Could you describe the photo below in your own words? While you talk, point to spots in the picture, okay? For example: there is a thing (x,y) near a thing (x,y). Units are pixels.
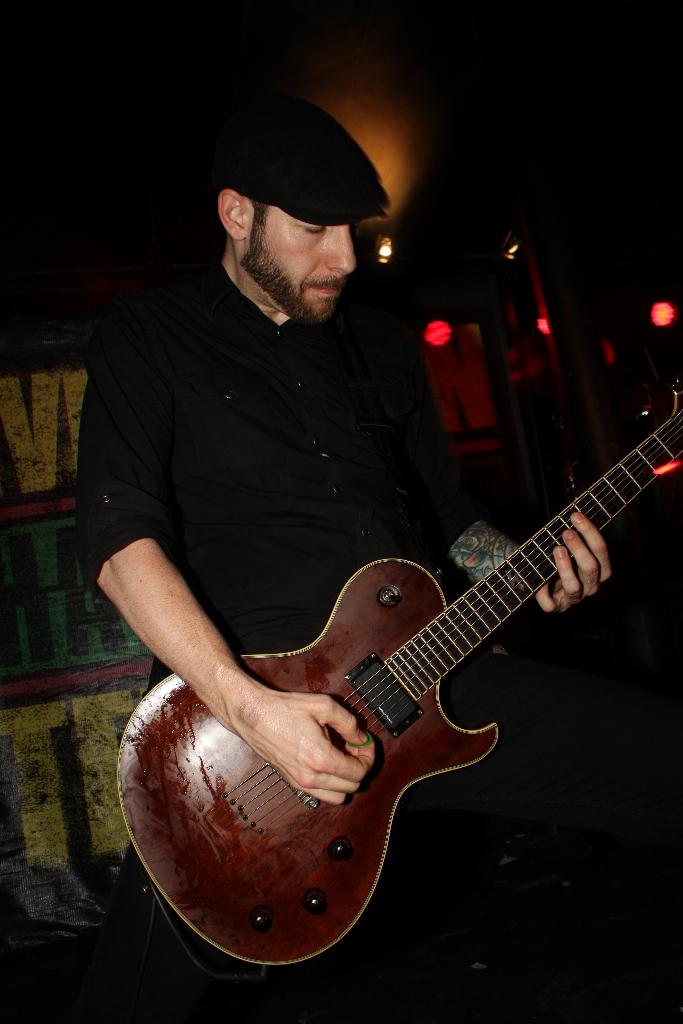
There is a man (256,390) standing with a guitar (419,652) in his hand (275,714) and a cap (237,163) on his head (343,146) and the man (298,746) is playing the guitar (476,636), in the background (41,434) we can see lights (429,336) and a wall (28,254).
